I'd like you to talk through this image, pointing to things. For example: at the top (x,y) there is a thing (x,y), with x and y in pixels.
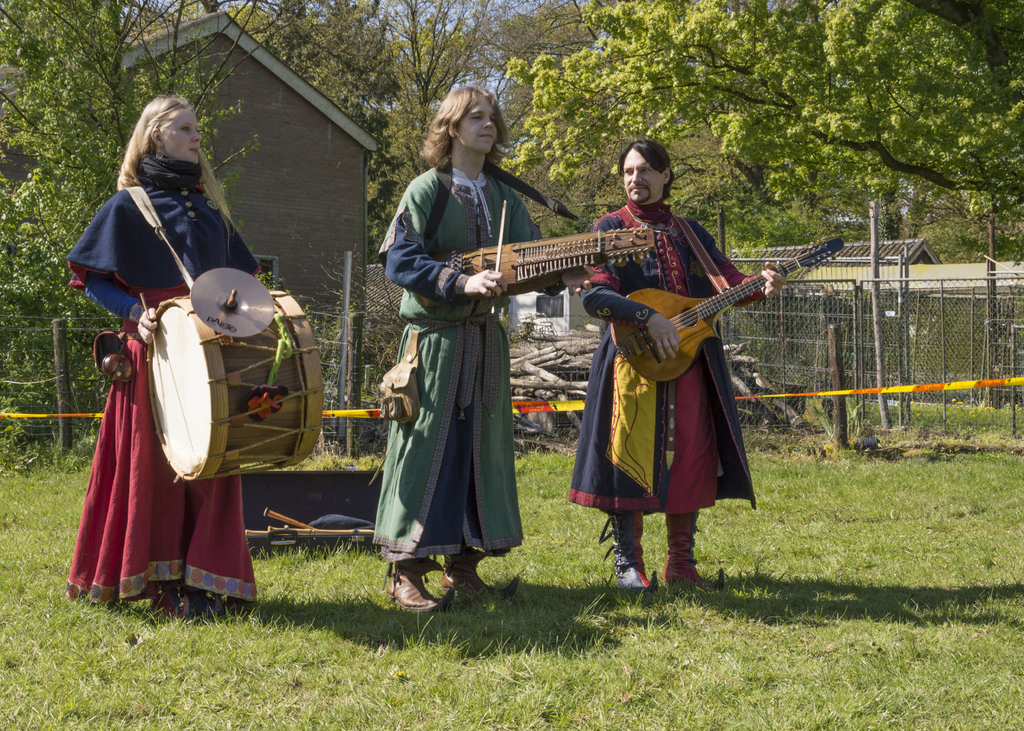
In this image I can see three people (423,343) are standing and playing the musical instruments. To the back of them there is a railing (792,358) and the branches (535,361). In the background (311,40) there is a hut (257,154) and the trees (670,61).
